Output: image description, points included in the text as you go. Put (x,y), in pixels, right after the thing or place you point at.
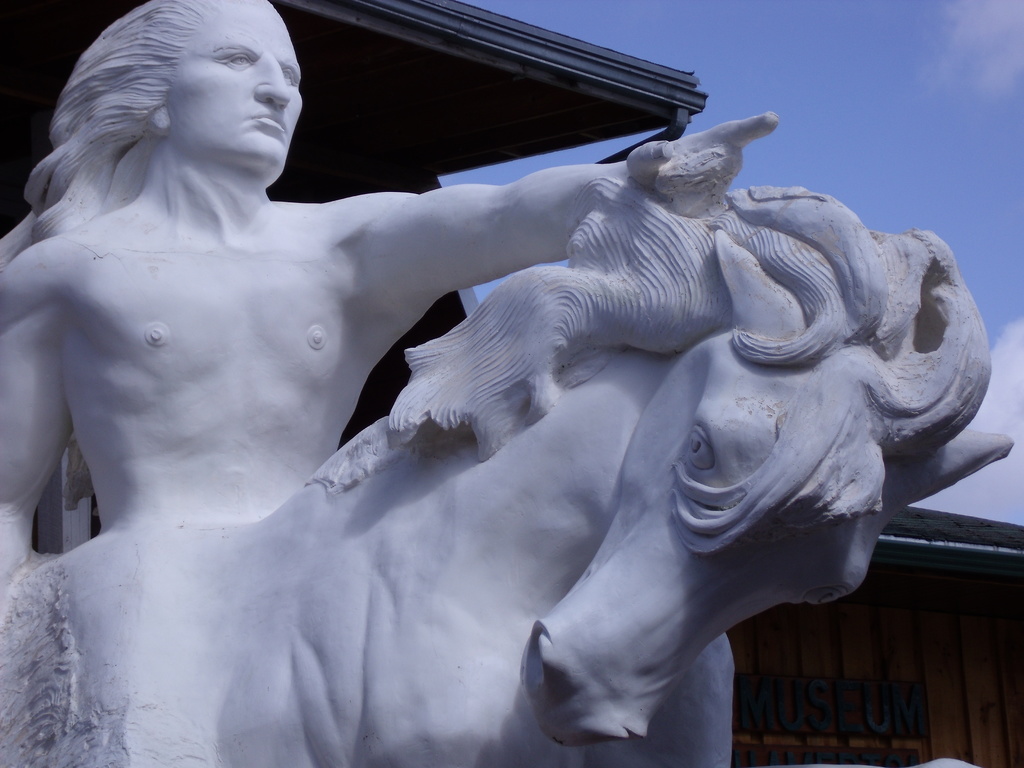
In this image we can see statue (596,398), name board (893,683) and sky (729,99) with clouds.
